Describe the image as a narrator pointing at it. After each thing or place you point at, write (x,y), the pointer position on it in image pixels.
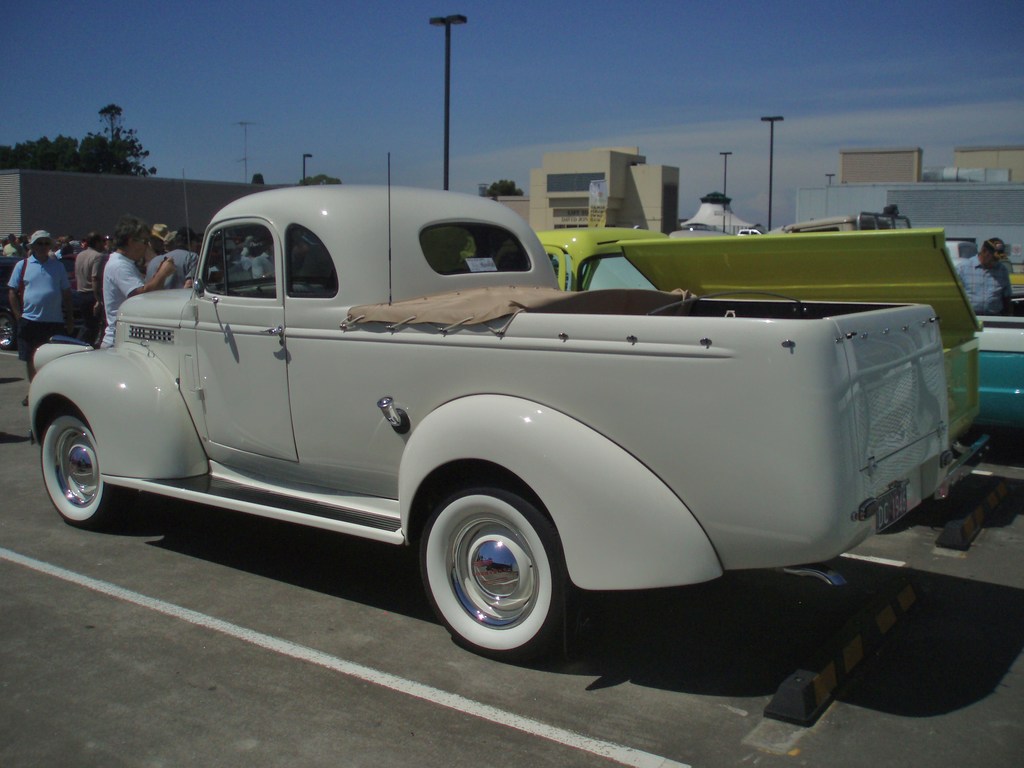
In the image I can see vehicles (457,454) and people (116,239). In the background (403,180) I can see buildings (626,214), poles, trees (60,147), the sky (11,97) and some other objects (702,204).
